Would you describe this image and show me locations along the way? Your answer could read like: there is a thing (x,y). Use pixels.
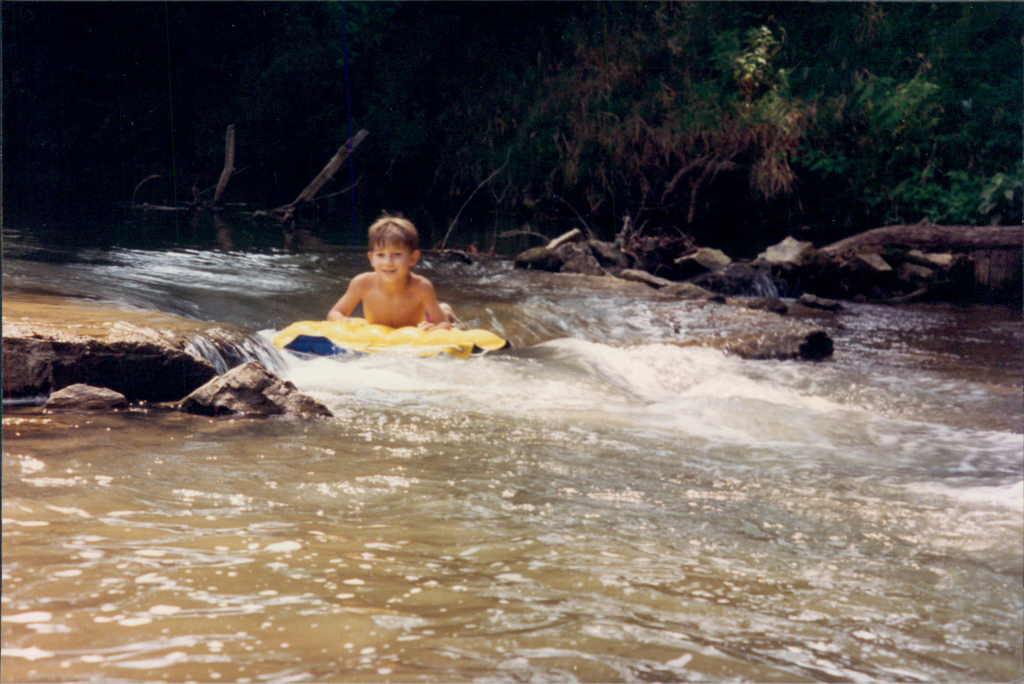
In this image we can see a boy (399,264) is on an object (360,347) on the water (655,413). In the background (706,276) we can see stones (684,273), logs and trees (604,7).
